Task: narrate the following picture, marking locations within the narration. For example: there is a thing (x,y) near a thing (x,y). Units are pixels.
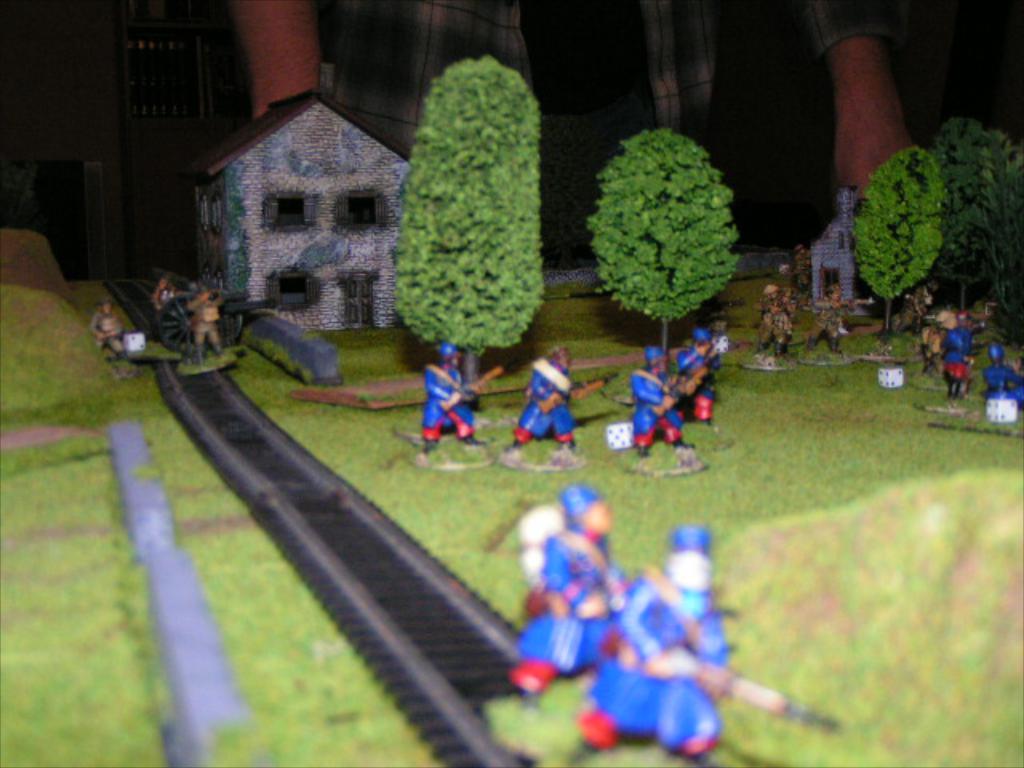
In this image we can see a model (445,536). There are people (657,636) holding something. Also there is a railway track (289,498). On the track (308,582) there are few people (115,336). Also there is a cannon (184,323). And there are trees (607,280) and buildings (363,208). In the back (420,52) there is a person (527,51).
